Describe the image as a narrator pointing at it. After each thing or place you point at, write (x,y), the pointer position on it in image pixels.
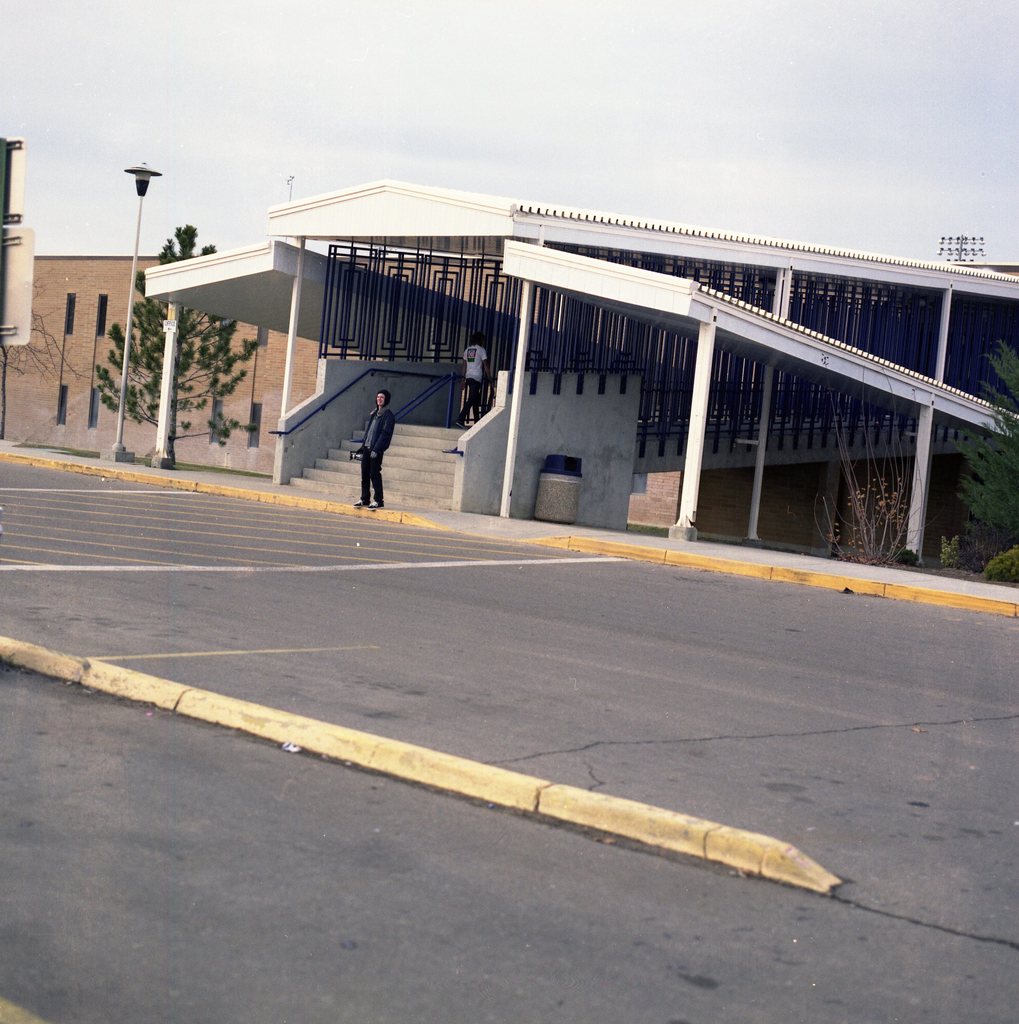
Here in this picture in the middle (365,465) we can see a person (379,437) standing on the road (384,528) and behind him we can see steps (446,433) and a shed (415,312) present and on the left side (129,171) we can see a lamp post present and we can also see trees (140,337) present on the ground (179,465) and we can see building (144,423) present and on the extreme left we can also see boards (16,169) present on the pole (1,167) and on the right side (996,509) we can see plants (873,553) present on the ground (942,586) and we can see the sky (739,212) is fully covered with clouds (590,145).
